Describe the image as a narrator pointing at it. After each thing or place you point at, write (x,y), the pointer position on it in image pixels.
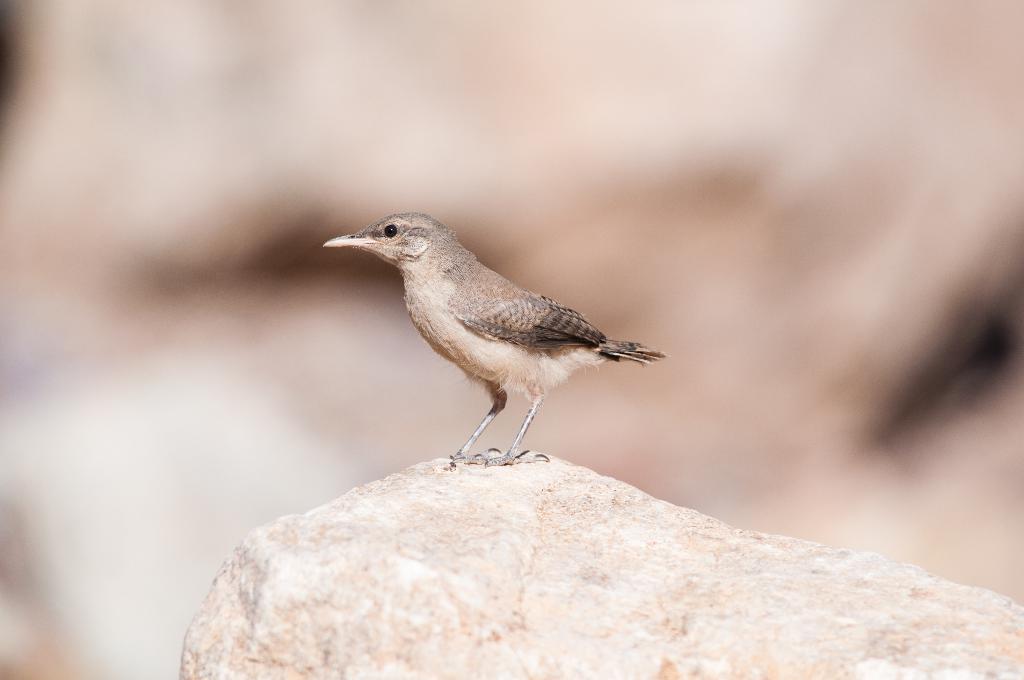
There is a bird (484,367) on a rock (639,643). In the background (661,234) it is blurred.
